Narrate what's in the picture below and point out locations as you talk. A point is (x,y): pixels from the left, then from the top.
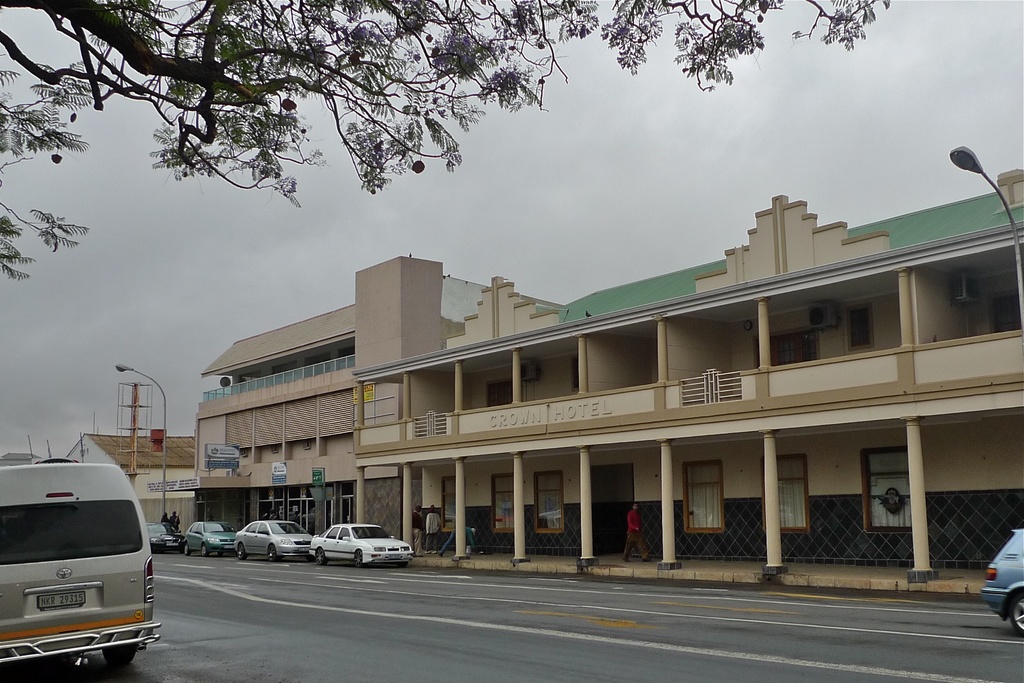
In this picture I can see buildings (377,296) and couple of pole lights (164,402) and few cars (1017,614) on the road (575,650) and I can see few people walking and a board (220,448) with some text (226,467) and I can see text (527,415) on the wall (588,435) of the building (578,431) and I can see tree branches (159,43) with leaves (533,96) and a cloudy sky (437,205).
